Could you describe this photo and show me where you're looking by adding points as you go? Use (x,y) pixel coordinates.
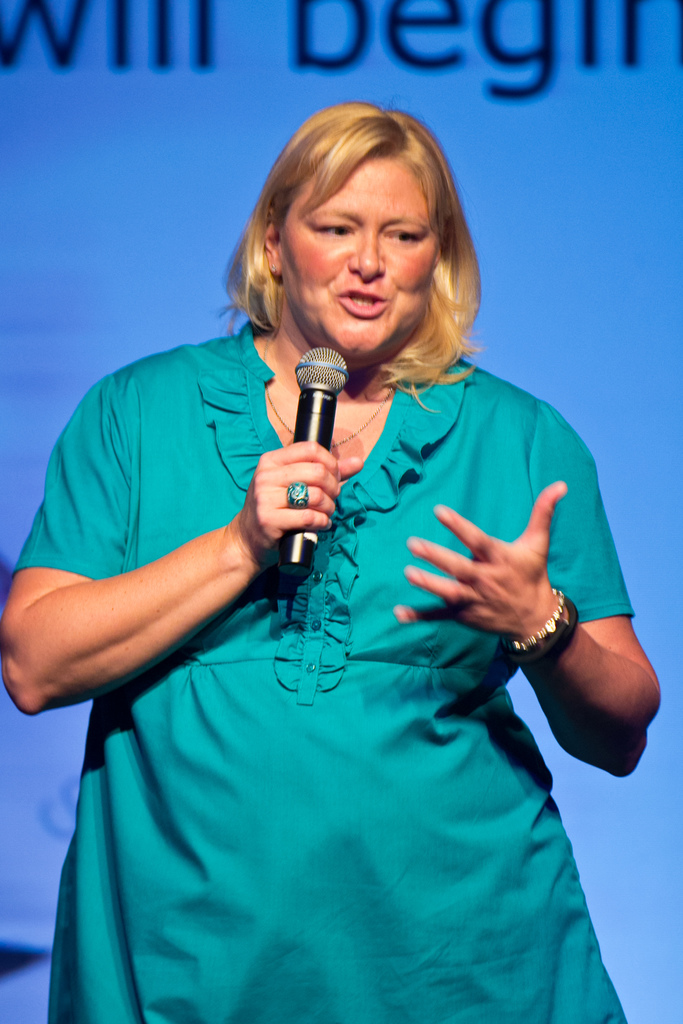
In this image a woman (235,906) is standing on the stage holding a mic (325,376) in her hand (316,452) and talking. At the background (571,41) there is a poster (523,95) with a text (406,24) on it.
